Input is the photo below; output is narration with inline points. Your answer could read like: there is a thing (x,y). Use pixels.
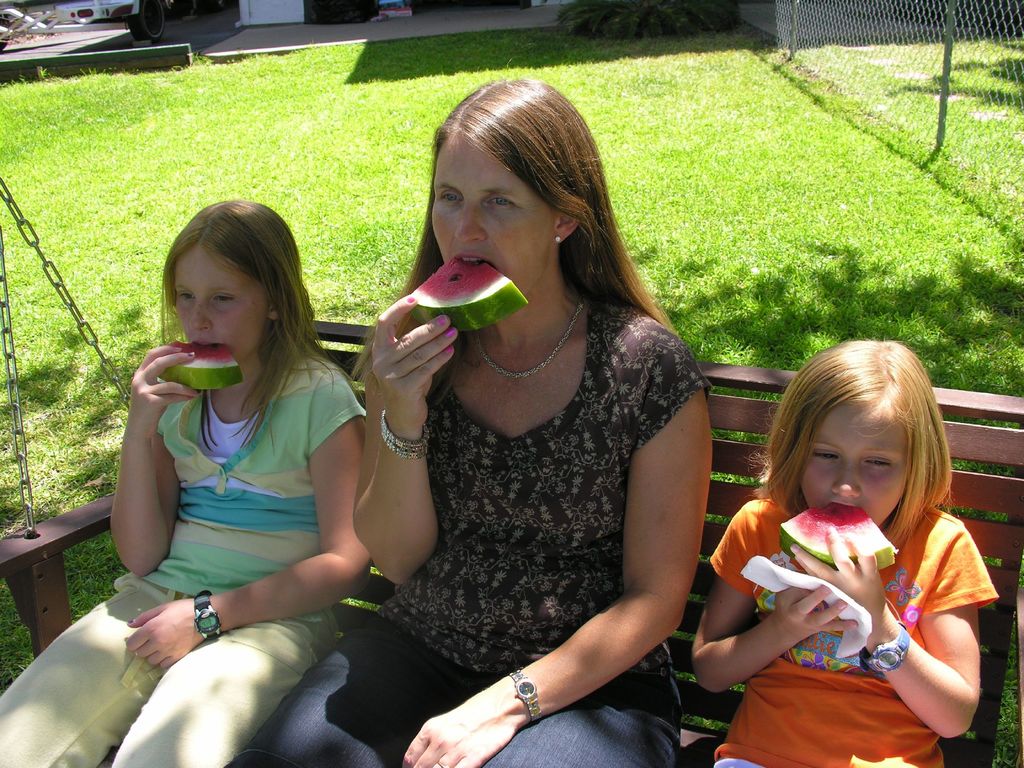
In this image there are three persons (341,454) sitting on the swing (338,356) and eating a watermelon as we can see in the bottom of this image (850,522). There is a grassy land (203,154) in middle of this image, and there is a fencing gate (921,67) on the top right corner of this image (926,60).
